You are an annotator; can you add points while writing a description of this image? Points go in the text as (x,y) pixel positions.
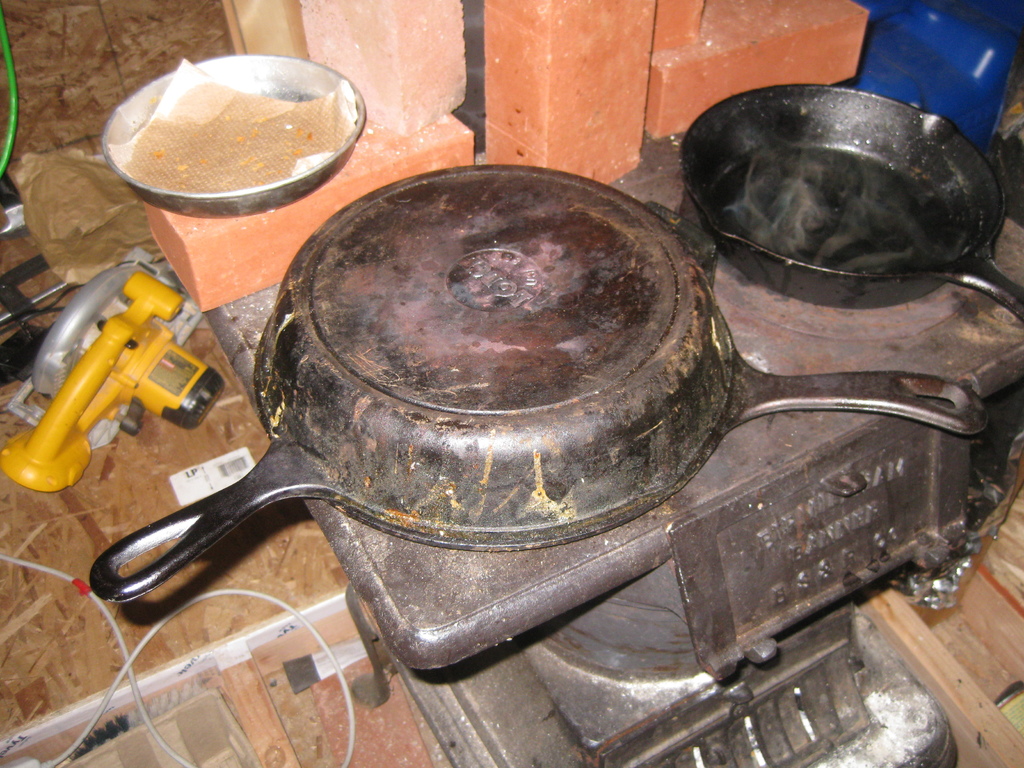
In this image, we can see containers (636,376) on the stand (740,588) and there is a wire (104,699). In the background (521,80), we can see a wall (604,59) and there is a blue object (968,81).
